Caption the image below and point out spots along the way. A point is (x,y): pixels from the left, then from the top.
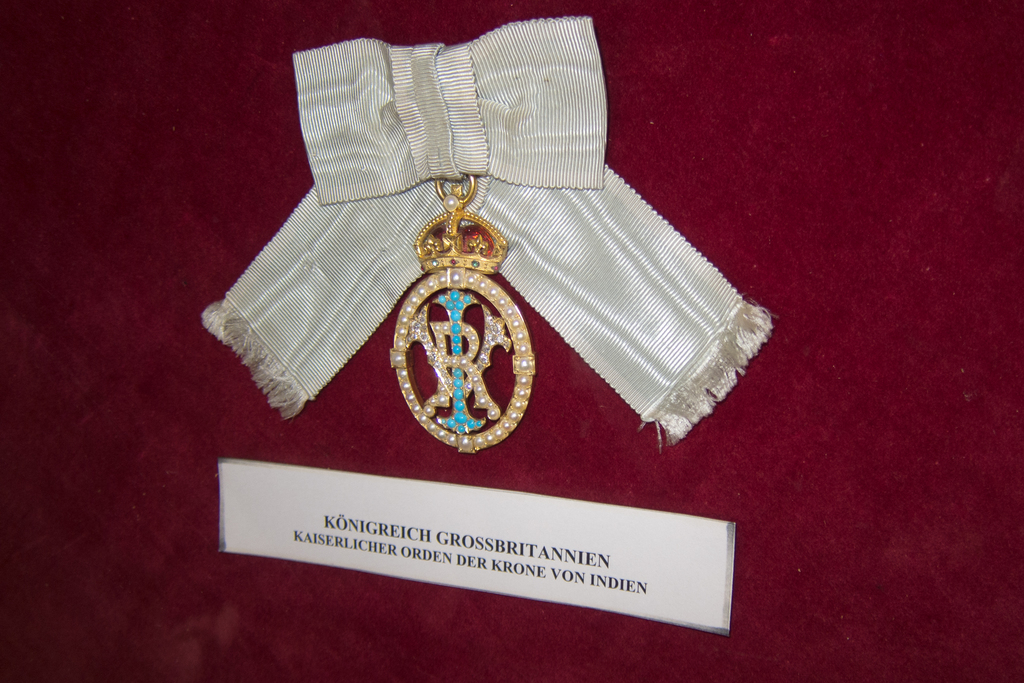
In this picture I can observe a badge (473,355) and a ribbon (401,209). The badge (417,288) is hanged on the maroon color surface (207,339). I can observe some text (405,546) on the paper (419,548) stuck to this surface (563,478).
